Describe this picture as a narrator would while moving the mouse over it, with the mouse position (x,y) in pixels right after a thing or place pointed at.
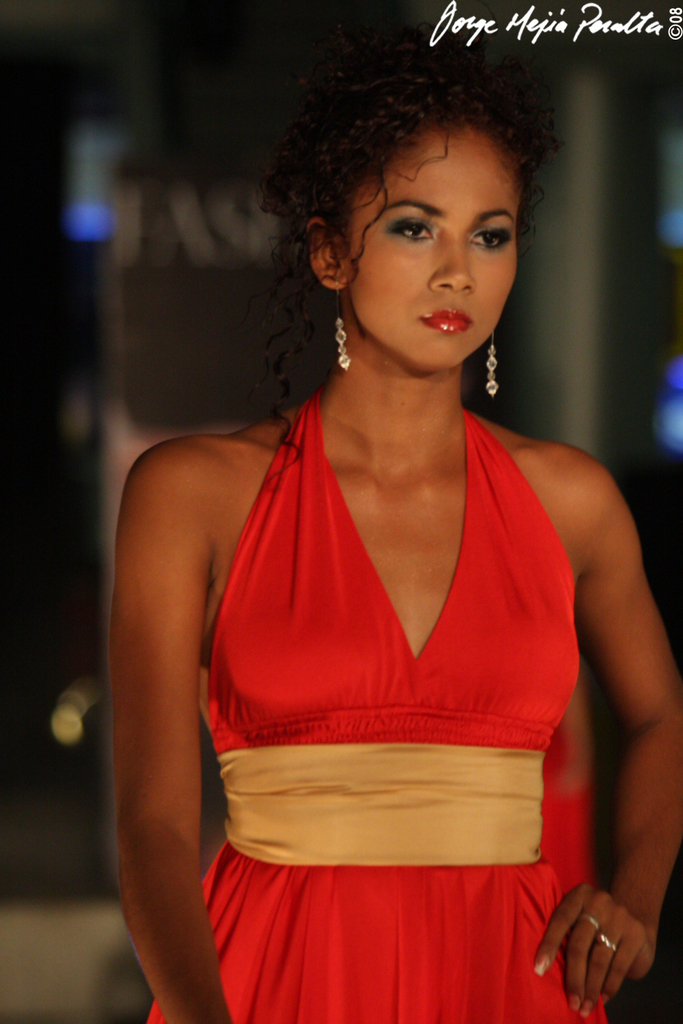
In the foreground of the picture (285,601) there is a woman (398,390) in red dress (484,936). At the top (673,14) there is some text (516,23). The background (227,115) is blurred.
